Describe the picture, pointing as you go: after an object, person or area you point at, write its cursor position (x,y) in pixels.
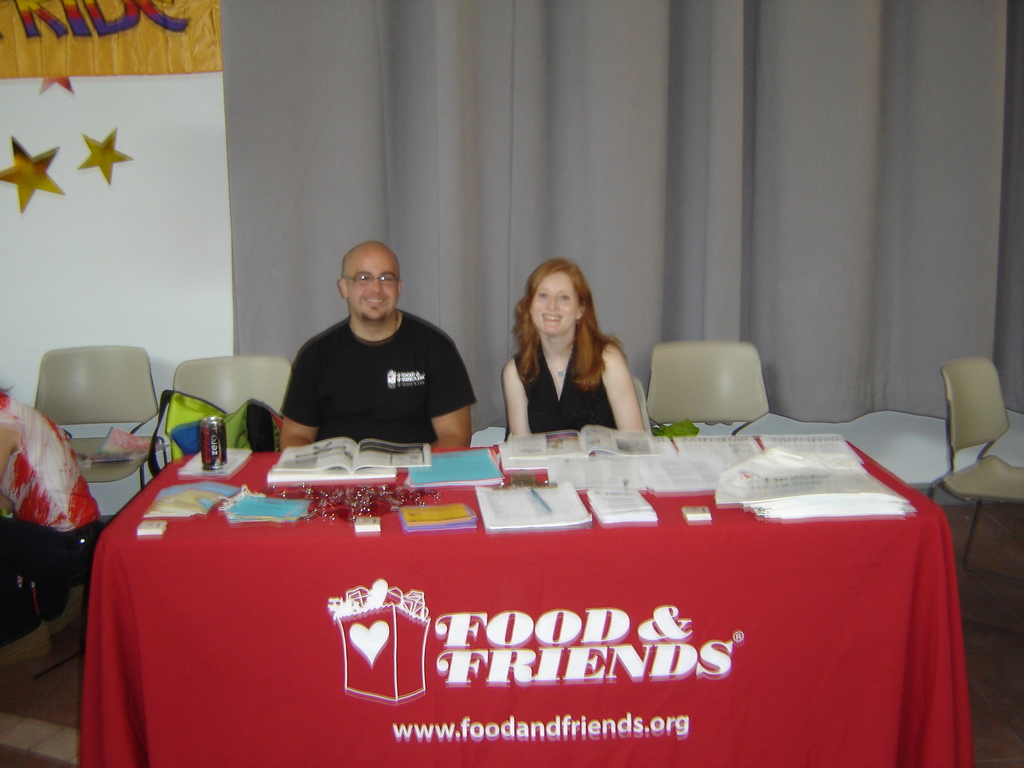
In this image, In the middle (549,504) there is a table (690,647) which is covered by a red color cloth (374,604) on the table (863,563) there are some books (537,518) and there is a pen (535,497), There are some people (344,398) sitting on the chairs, There are some chairs (692,395) which are in white color, In the background (583,106) there is a ash color curtain (630,152).
